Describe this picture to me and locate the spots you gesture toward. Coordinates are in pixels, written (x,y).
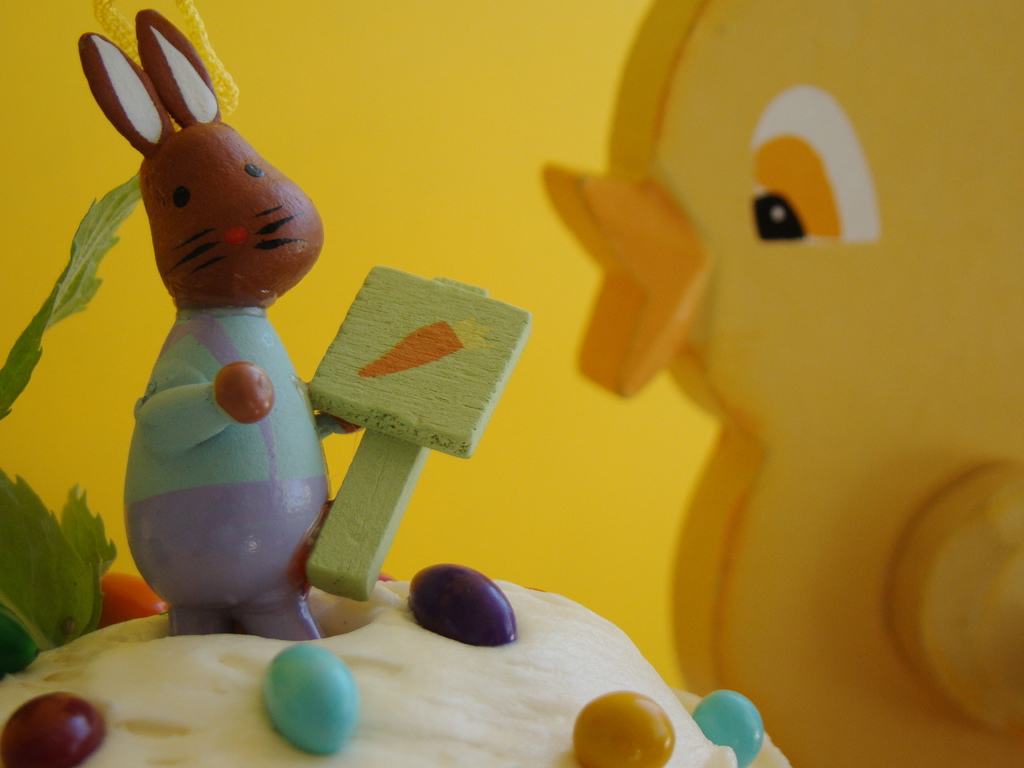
The picture consists of toys (369,587) and candies (472,631).
